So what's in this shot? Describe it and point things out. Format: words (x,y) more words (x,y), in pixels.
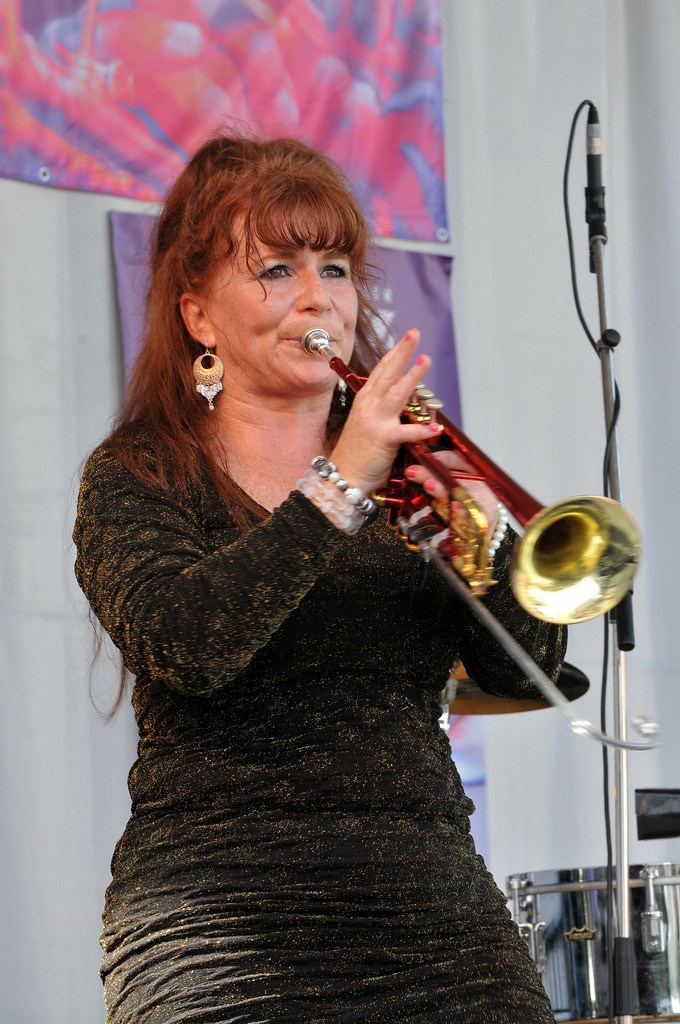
In this image we can see a lady (347,920) playing a musical instrument (428,392). On the right (604,208) there is a stand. In the background (653,967) there is a drum (565,916) and we can see a curtain (109,204) and a banner (410,328).
